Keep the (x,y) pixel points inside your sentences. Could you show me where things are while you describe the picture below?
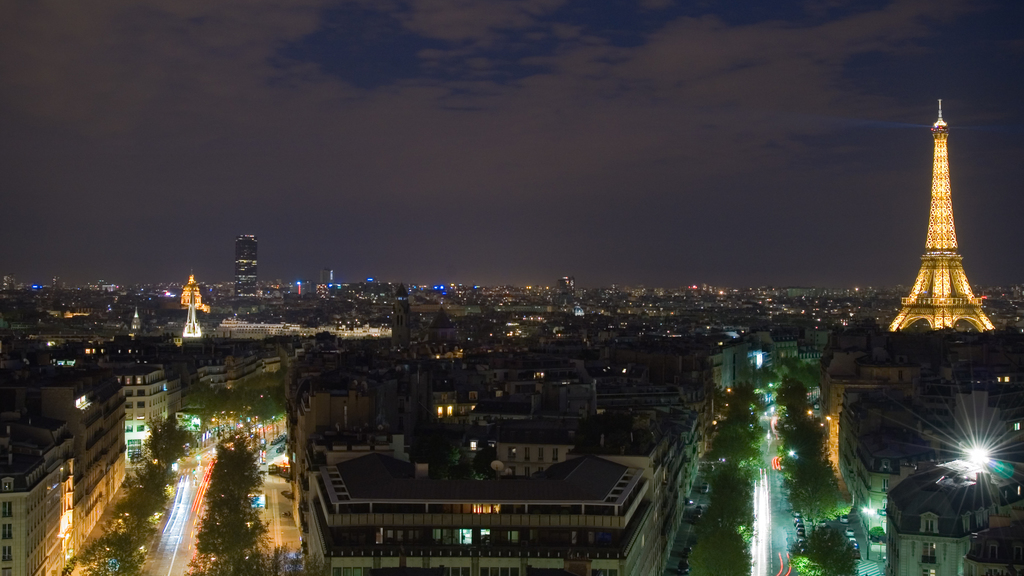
In this picture we can see an Eiffel tower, buildings (549,373), lights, trees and some objects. We can see sky (941,42) in the background (902,171).
